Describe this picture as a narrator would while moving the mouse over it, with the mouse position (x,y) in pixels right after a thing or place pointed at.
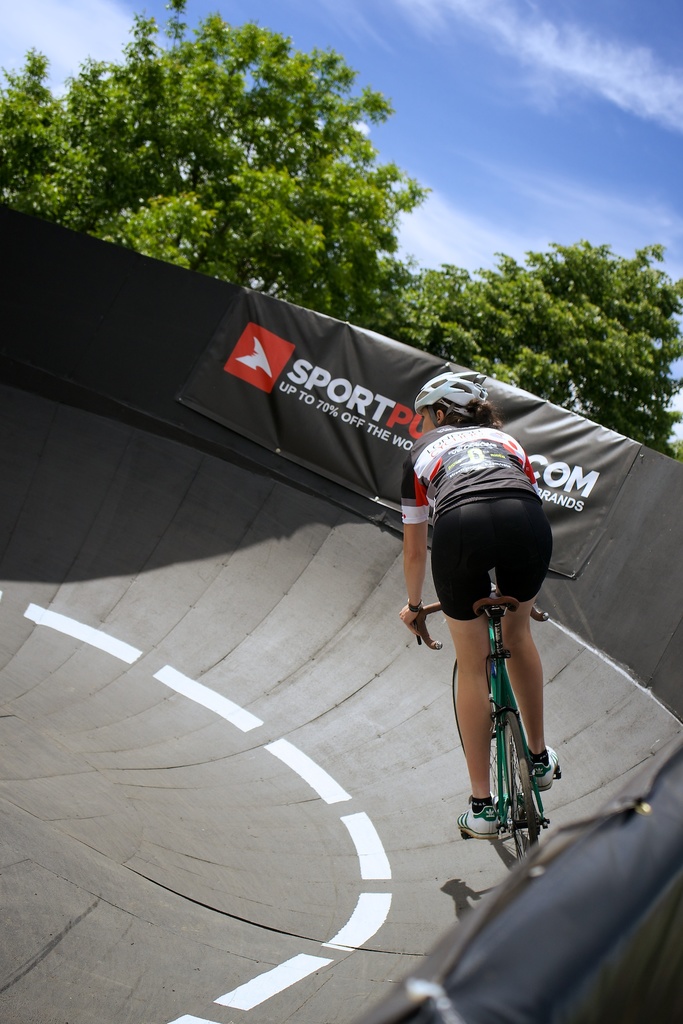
There is a lady (441,438) wearing helmet (462,385) and watch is riding a cycle (512,781) on a surface (450,699). Also there is a banner (245,355) on the side. In the background (505,216) there are trees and sky (497,223).
